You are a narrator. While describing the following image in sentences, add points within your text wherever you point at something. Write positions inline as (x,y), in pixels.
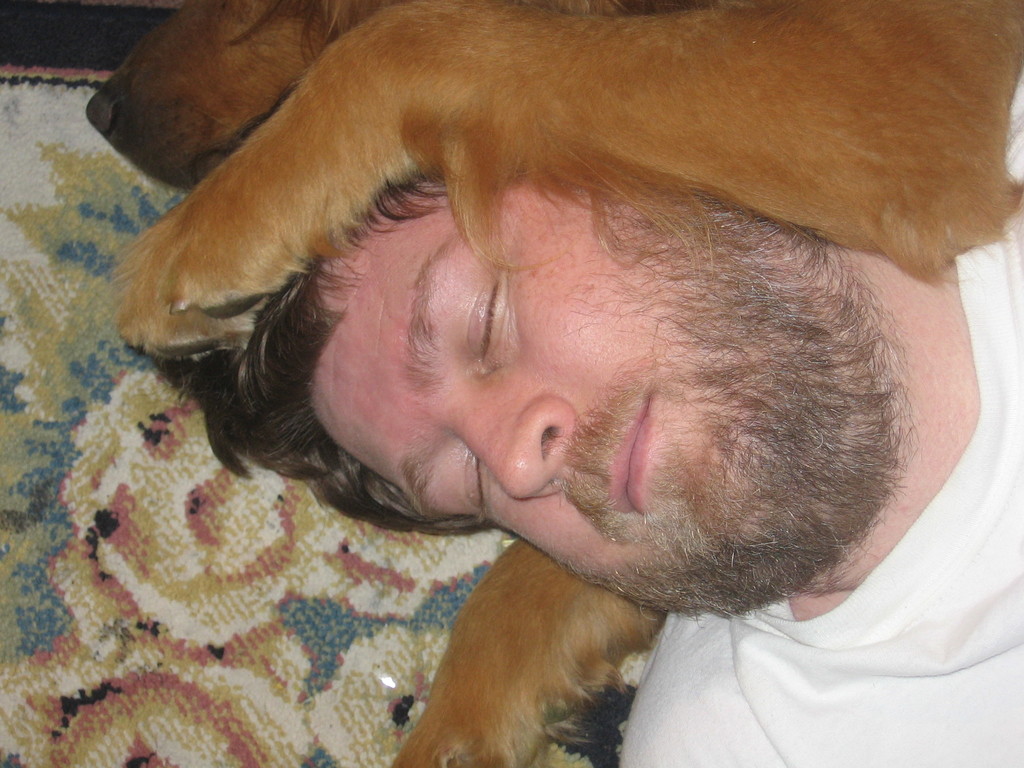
A man (515,341) is sleeping and a dog (874,127) is on top of him. They both are sleeping together. There is a carpet (17,89) beneath both of them. The dog (341,166) is in brown colour.
